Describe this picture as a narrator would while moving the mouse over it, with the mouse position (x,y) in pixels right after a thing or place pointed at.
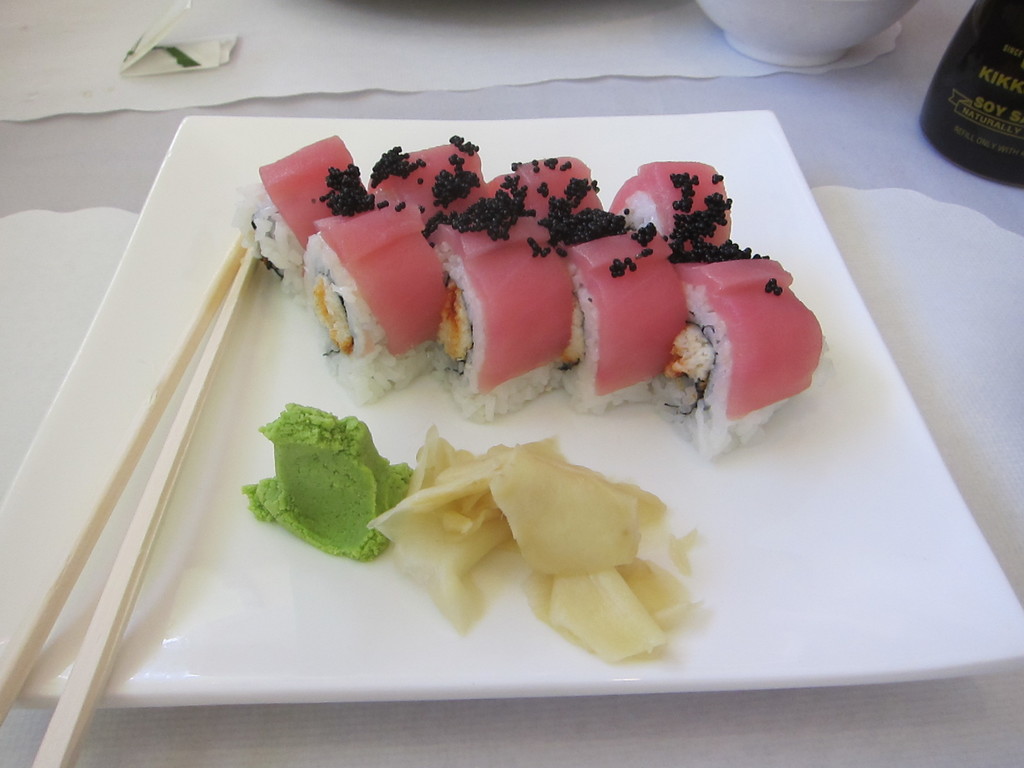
In this image we can see some food (767,403) and chopsticks (182,438) placed on plate (812,262) kept on the surface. In the background (1008,123), we can see a bottle (957,69), bowl (854,26) and paper (362,49) placed on the table (311,57).
